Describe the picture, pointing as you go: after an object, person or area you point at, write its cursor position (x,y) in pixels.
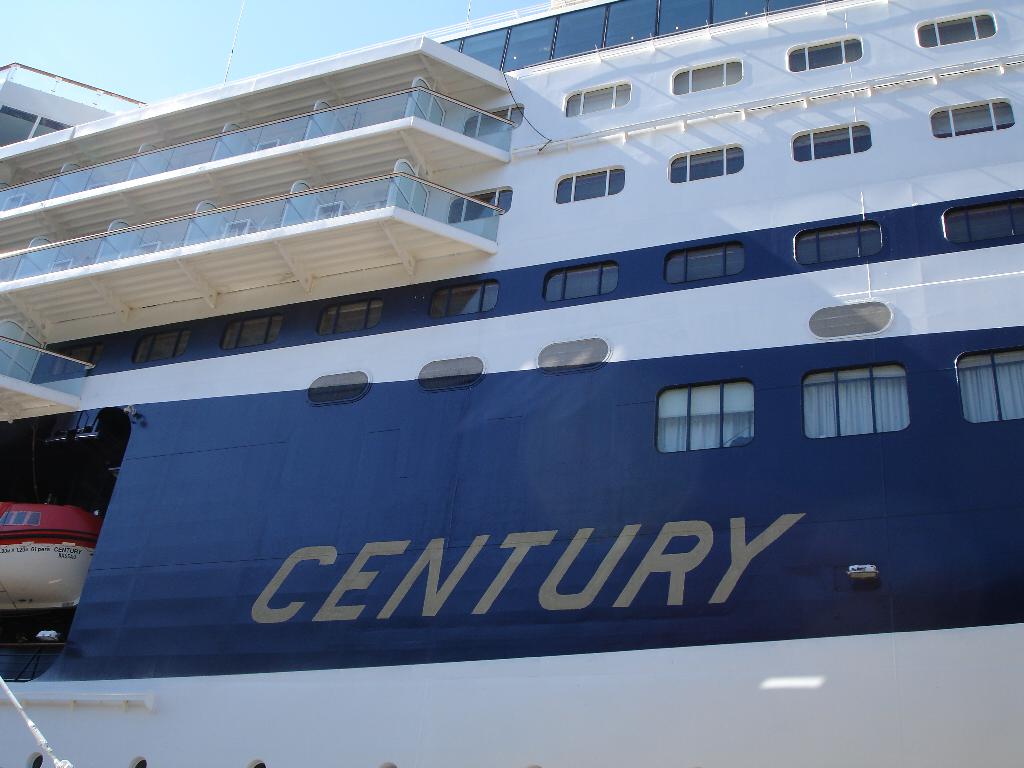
In this image, we can see a ship (819,219), we can see some windows (811,326) and corridors (206,262) of the ship (317,141), at the top (131,37) there is a sky (249,38).
